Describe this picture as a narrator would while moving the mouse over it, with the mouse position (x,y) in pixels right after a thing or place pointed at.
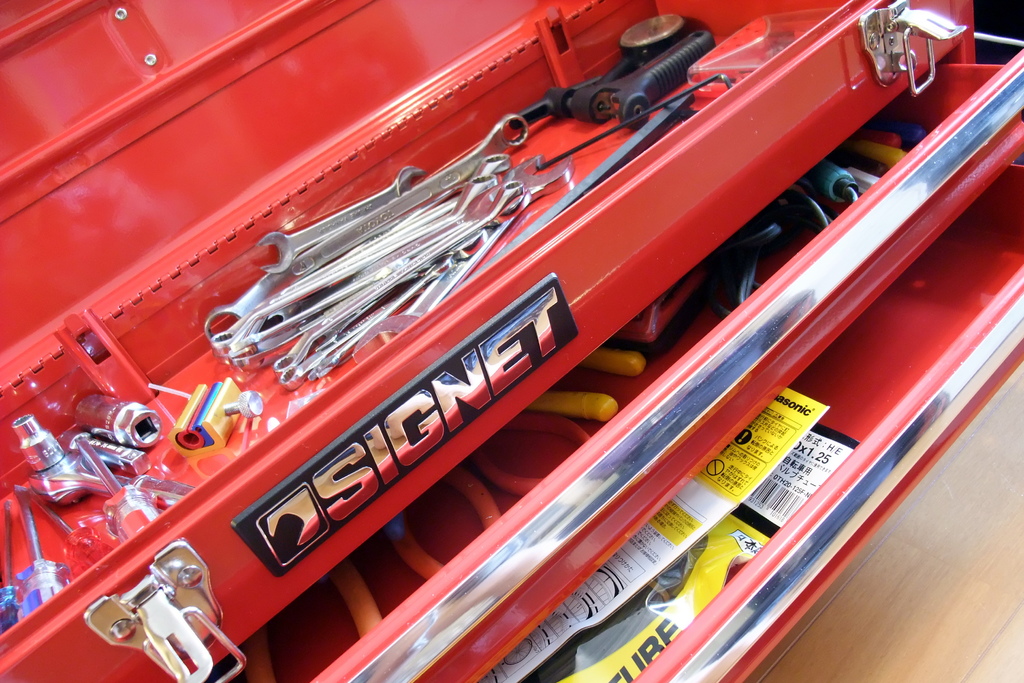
In this image there is a box (323,403), and in the box (203,371) there are some instruments (444,230) like cutting plier (852,147) and bolts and objects (148,423) and some packets (742,553). On the right side of the image (933,560) there might be a floor (948,592).
